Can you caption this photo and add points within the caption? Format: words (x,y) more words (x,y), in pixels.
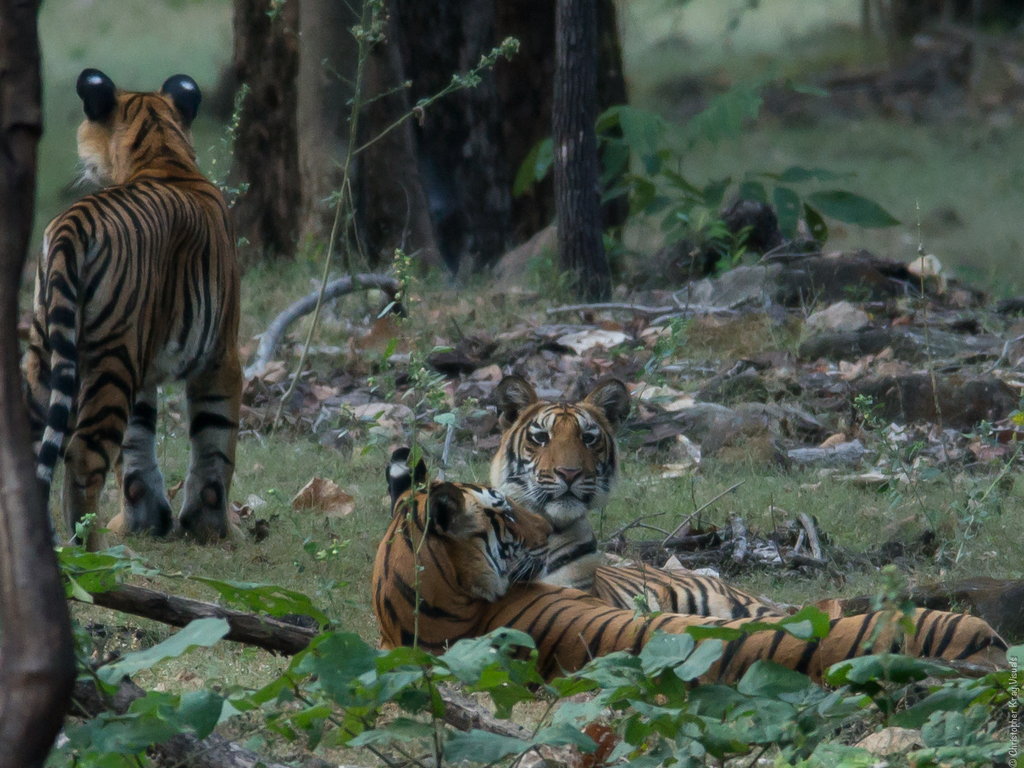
In this image we can see tigers (455,530) on the grass (638,501). In the background (597,180) we can see trees (493,151) and plants (618,120).
